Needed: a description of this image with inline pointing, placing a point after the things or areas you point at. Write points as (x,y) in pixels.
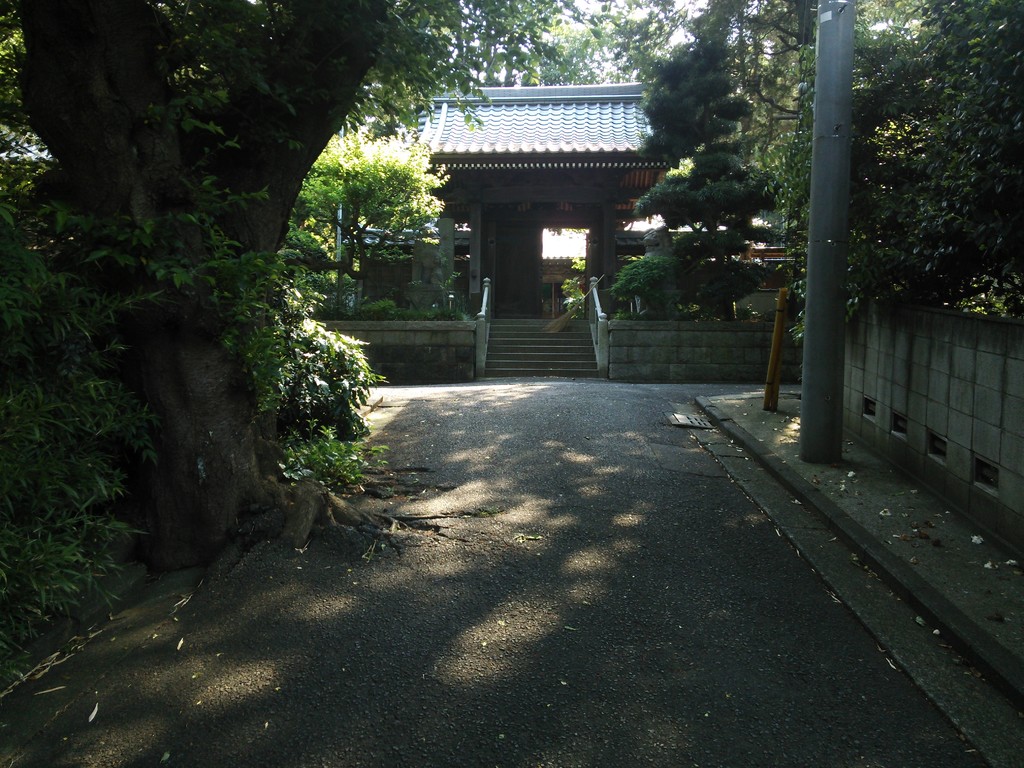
In this image I can see the road (403,723) in front (895,641) and I can see a pole (832,281) and the wall (944,417) on the right side of this picture (925,410) and I see number of trees (216,373). In the background (506,339) I can see the steps (534,345), railings (606,334) and a building (532,222).
